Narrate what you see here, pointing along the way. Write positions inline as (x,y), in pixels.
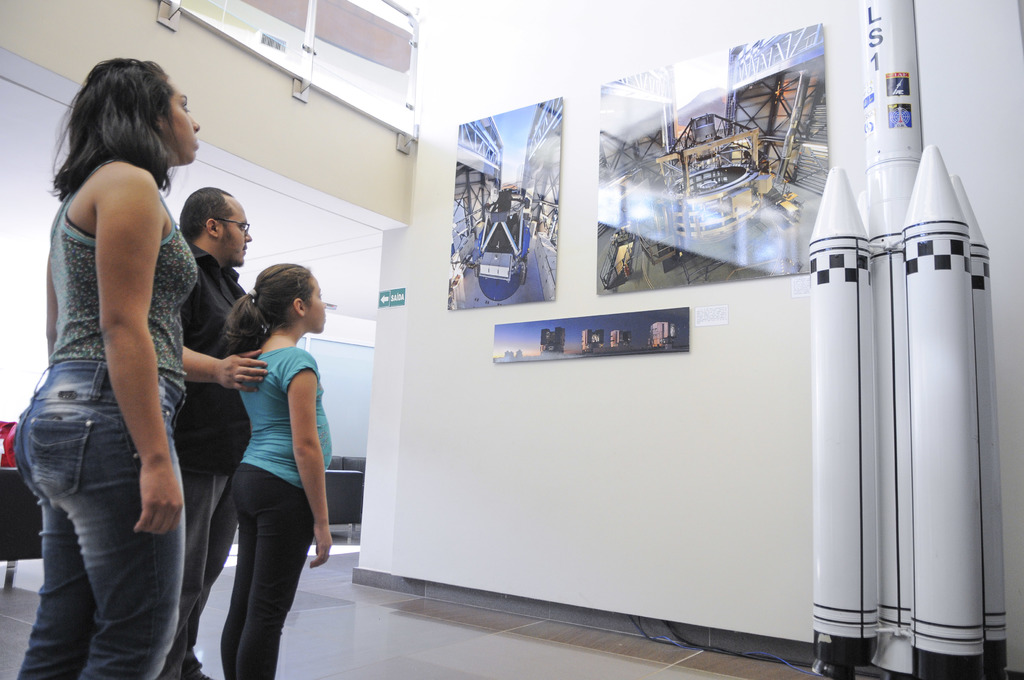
In this image there is a kid (258,409) and two adults (118,340) looking at the posters (637,229) on the wall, beside the wall (761,346) there is a depiction (830,339) of a rocket (844,288), beside them there is a wall (256,111).
